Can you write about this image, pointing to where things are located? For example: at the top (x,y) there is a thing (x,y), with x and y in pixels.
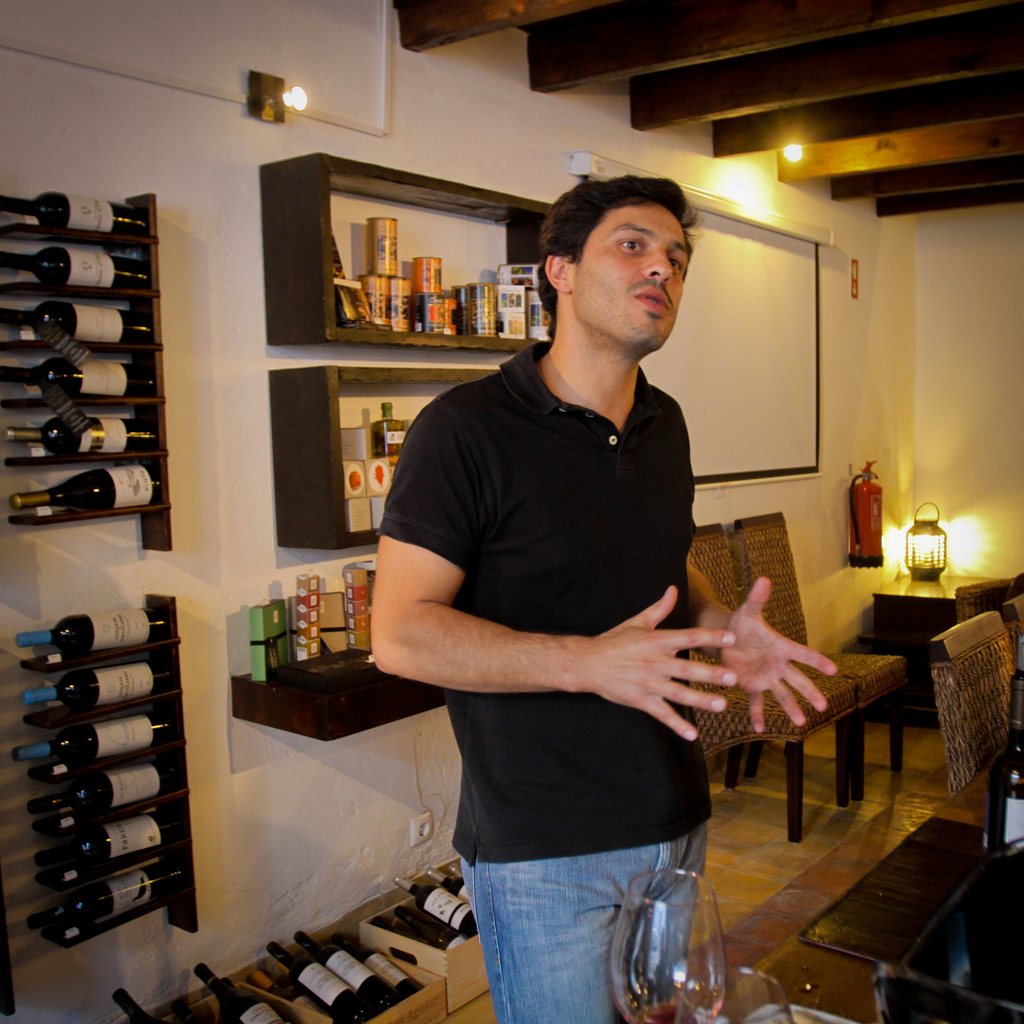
In this picture we can see a man (457,514) who is standing on the floor (738,848). This is table (865,975). On the table (865,992) there is a glass (672,1021). These are the chairs (997,685). On the background (50,250) we can see some bottles (5,202). And this is rack (280,433) and there are lights (279,97).
